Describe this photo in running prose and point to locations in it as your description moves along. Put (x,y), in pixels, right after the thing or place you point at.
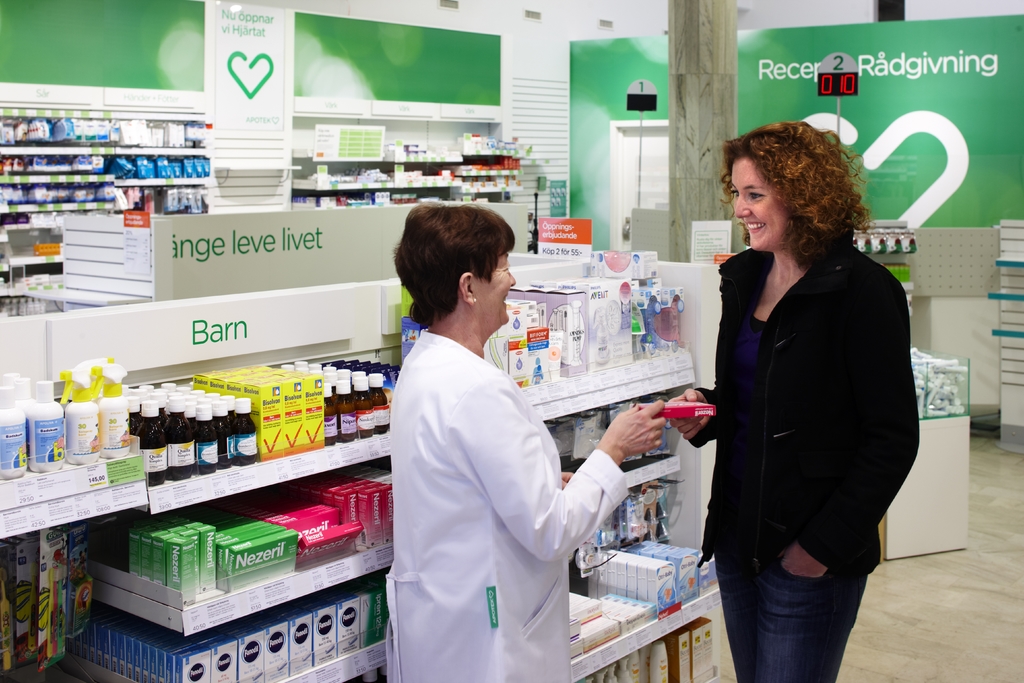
There are two women (838,462) standing and holding a box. We can see bottles (298,366), boxes (297,391) and objects (666,574) in racks (102,350). Background (679,42) we can see pillar (704,17), board (977,87), wall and objects (25,125) in racks (489,156).
